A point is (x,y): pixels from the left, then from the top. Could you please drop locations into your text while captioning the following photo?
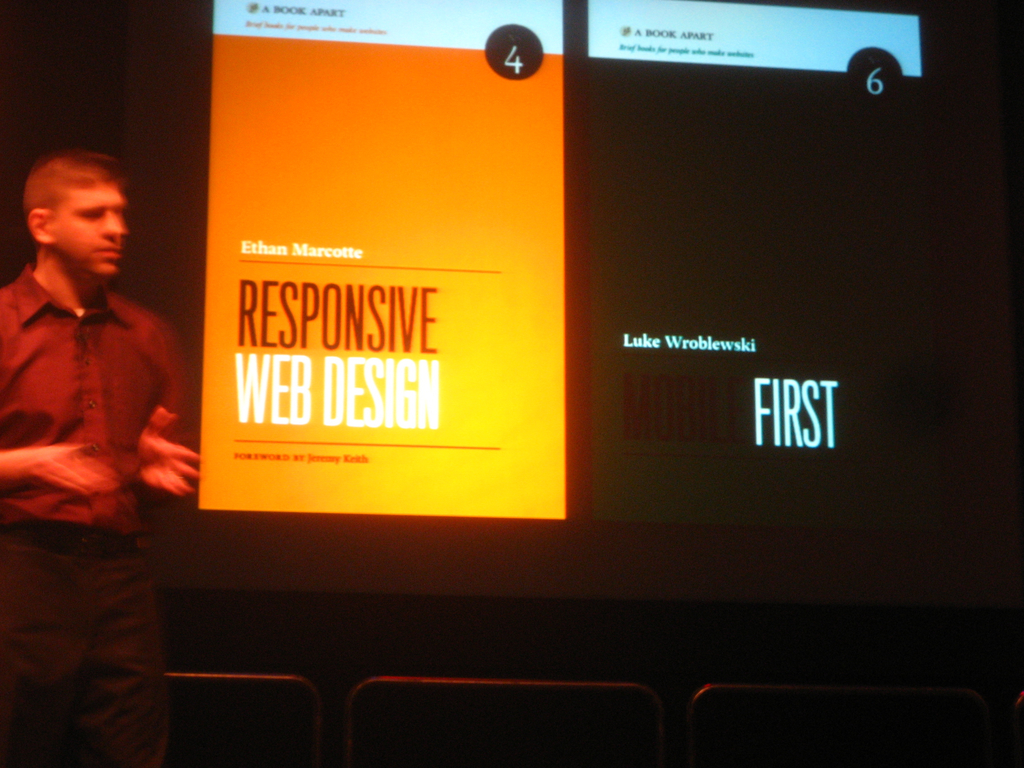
This image consists of a man (51,171) on the left side (149,479). There is a screen (505,306) in the middle (432,433). There is something presented on that screen (561,356). There are chairs (452,698) at the bottom (280,719).
